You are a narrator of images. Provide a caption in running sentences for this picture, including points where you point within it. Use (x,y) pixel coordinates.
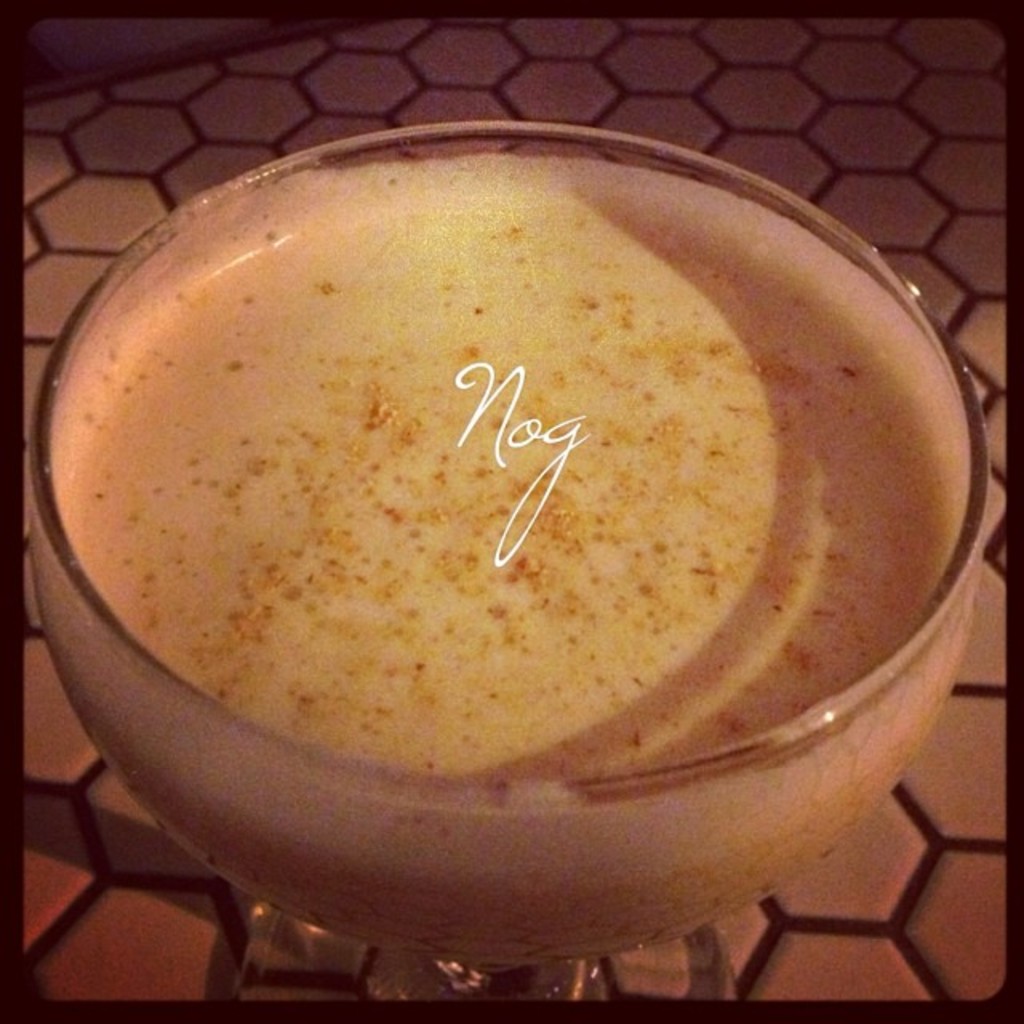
In the image we can see there is a dessert cup (721,851) in which there is a sweet (599,514) and on it it's written "Nog".
